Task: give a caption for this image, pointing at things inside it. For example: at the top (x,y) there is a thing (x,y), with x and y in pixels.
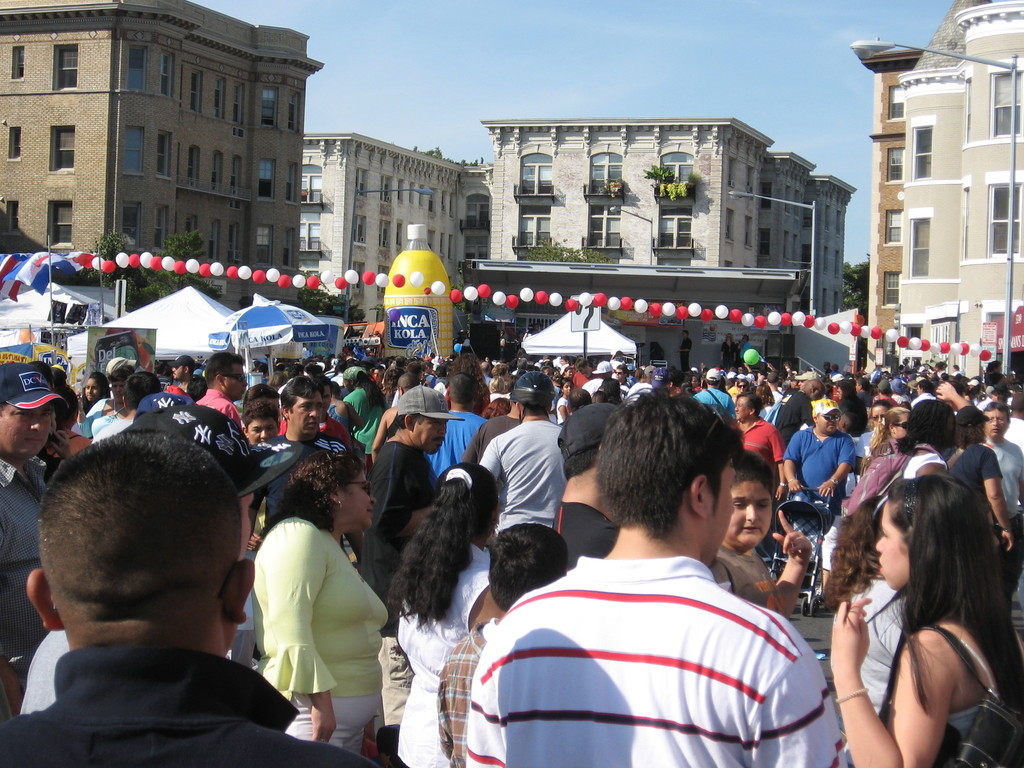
In this image there are a group of people (466,444) standing in the town center (426,386), behind them there are buildings (699,240).
